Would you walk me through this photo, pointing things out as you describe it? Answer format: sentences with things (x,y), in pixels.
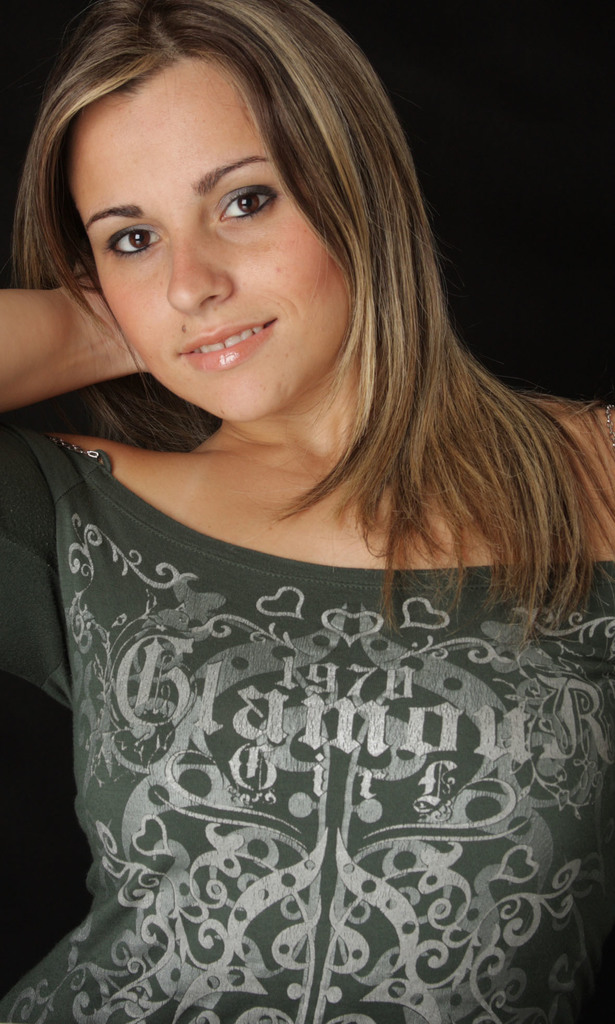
In the image we can see a woman (614,757) standing and giving a pose to the camera, she is with green dress (594,905) and some designs (313,924) on it.
